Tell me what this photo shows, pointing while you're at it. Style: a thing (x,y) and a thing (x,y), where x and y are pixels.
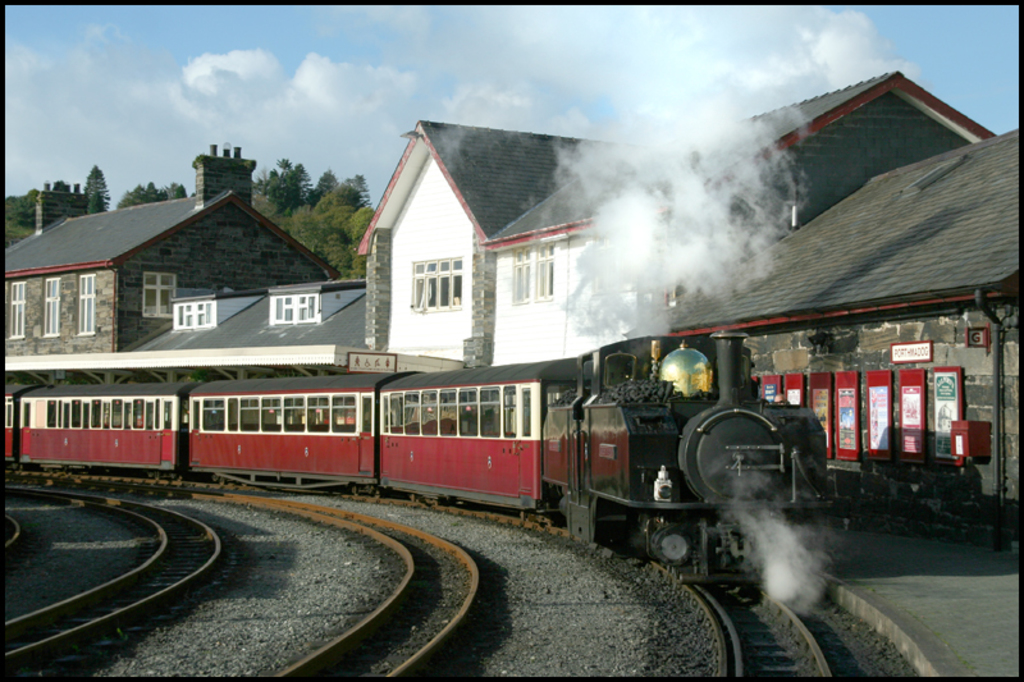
There is a train (535,464) moving on the railway track (728,605), beside the train (810,484) there is a big compartment (366,303) and in the front (991,380) portion of the compartment (979,355) there are many posters (876,409) attached to a wall (1013,478), behind the compartment (241,184) there are a lot of trees (261,201).
